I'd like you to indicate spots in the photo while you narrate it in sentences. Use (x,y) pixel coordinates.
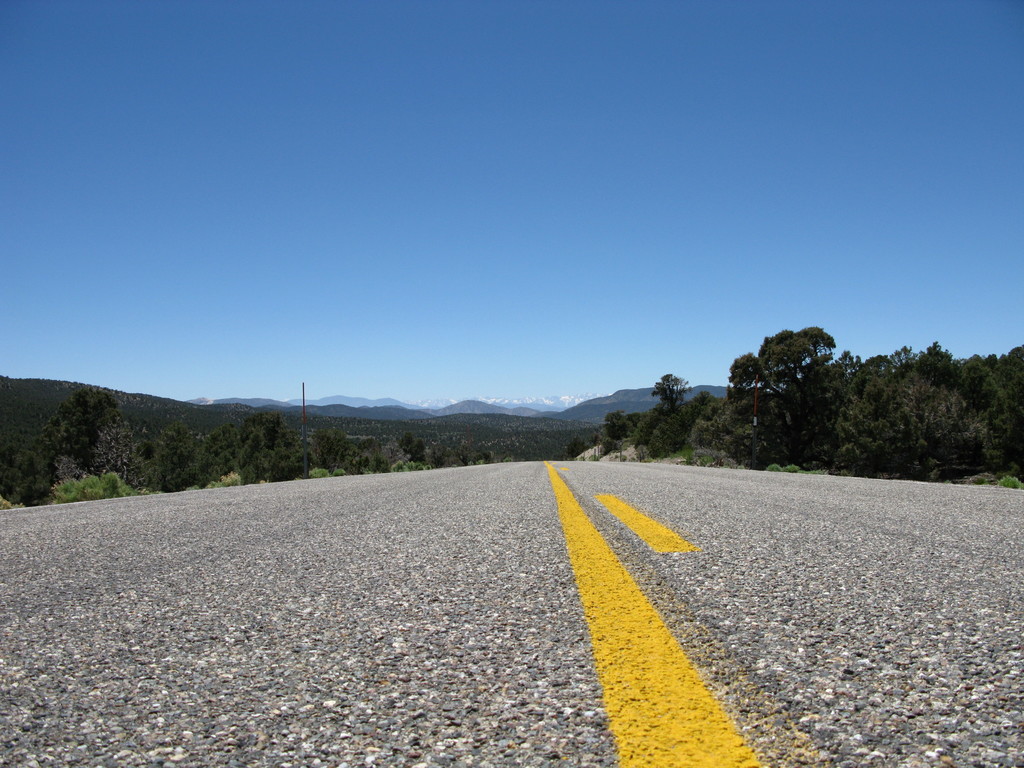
In this picture we can see a road (991,550). There are a few trees (57,431) on both sides of the road (71,519). Sky (504,360) is blue in color.
